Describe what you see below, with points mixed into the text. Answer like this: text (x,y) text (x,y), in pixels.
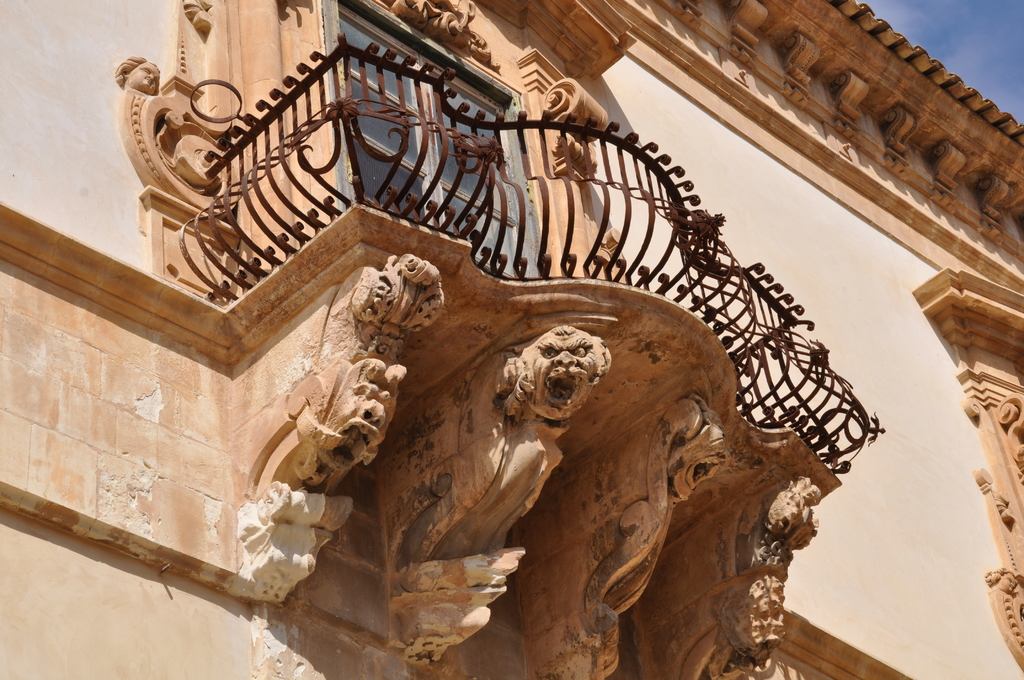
In this picture there is a iron fence (462,176) and there is a glass door (445,176) behind it and there is sculpture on the walls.
